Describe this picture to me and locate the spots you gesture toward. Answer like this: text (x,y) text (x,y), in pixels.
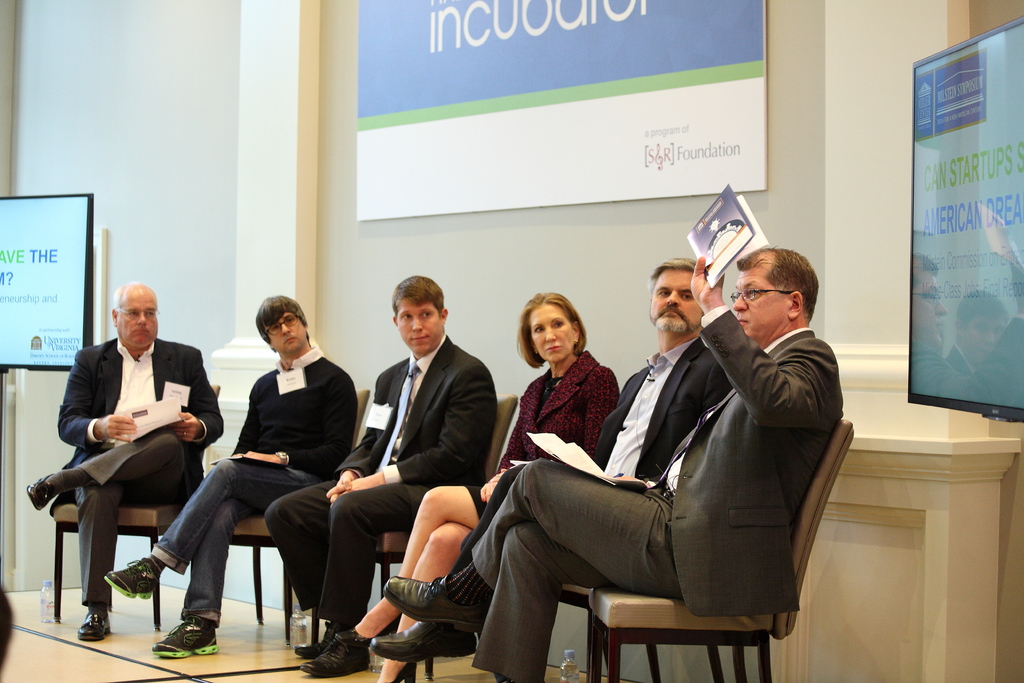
In this picture we can see a group of people (425,412) sitting on chair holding papers (728,254) in their hands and this person (747,313) is showing some paper (718,241) and in background (533,255) we can see wall (293,108), banner (691,147), screen (932,138) and beside to them we have bottles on stage (32,682).
